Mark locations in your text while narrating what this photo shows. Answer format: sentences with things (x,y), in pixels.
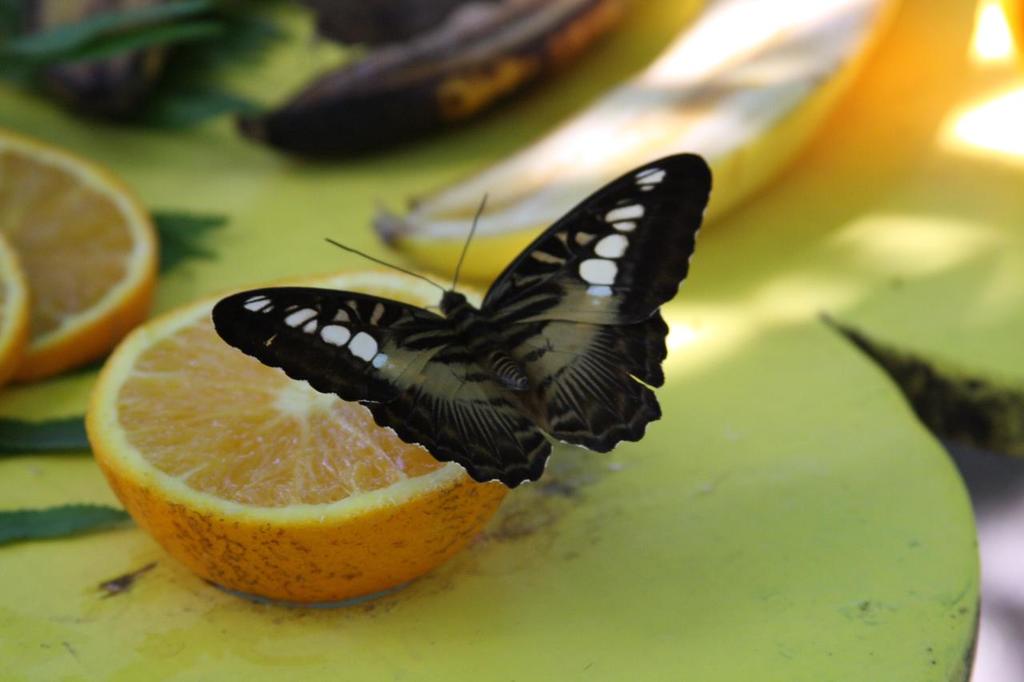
Here we can see a butterfly (395,390), orange slices (272,387), and fruits (586,179) on a platform (711,317).
